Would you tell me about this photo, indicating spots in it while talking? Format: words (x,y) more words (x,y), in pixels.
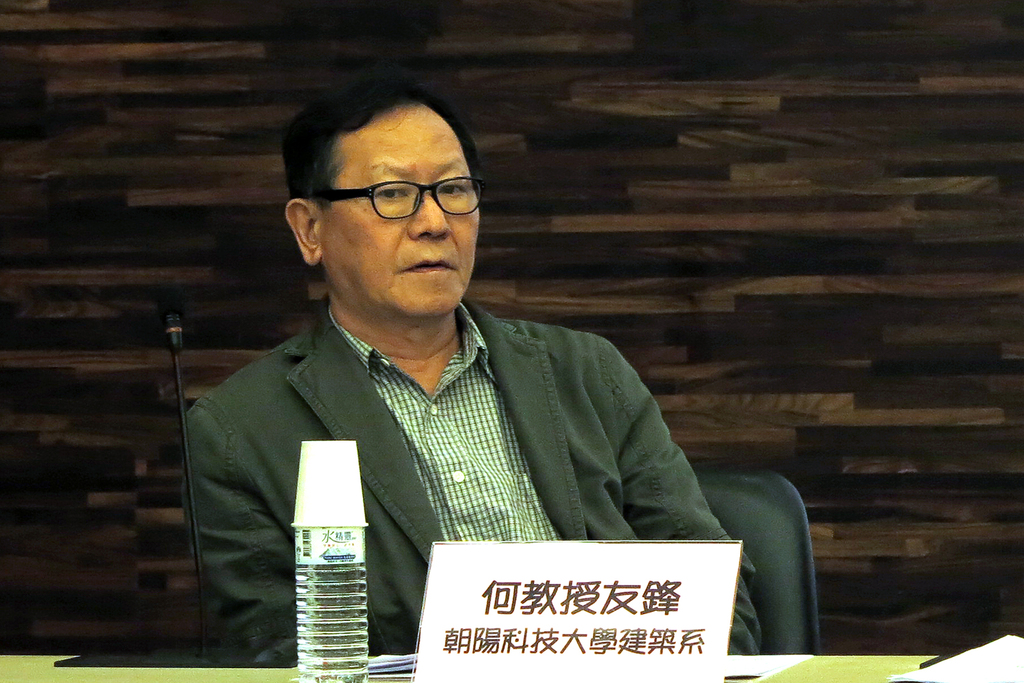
In this picture there is a man (543,457) in the center of the image (531,341) and there is a table (127,669) in front of the image, which contains name plate (491,583), bottle (333,530) and a mic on it.
